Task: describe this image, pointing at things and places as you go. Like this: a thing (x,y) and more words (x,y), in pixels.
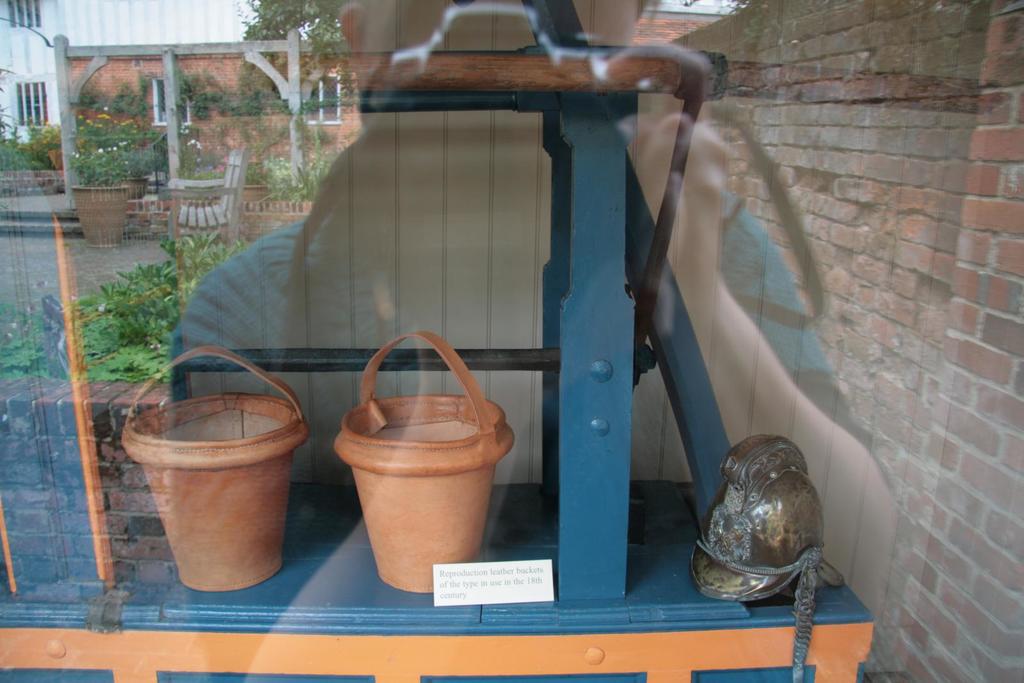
In this image there are two pots (431,514) and an object (748,554) are on the table (342,535) which are behind the glass (830,356). On glass (443,264) there is a reflection (489,201) of the person (473,229) holding a camera (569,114) in his hand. Behind him there is a wall (62,408). There are few plants (152,268), chair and few pots (105,192) with plants (100,165). Behind there is a building (137,32) and a tree (285,21).
